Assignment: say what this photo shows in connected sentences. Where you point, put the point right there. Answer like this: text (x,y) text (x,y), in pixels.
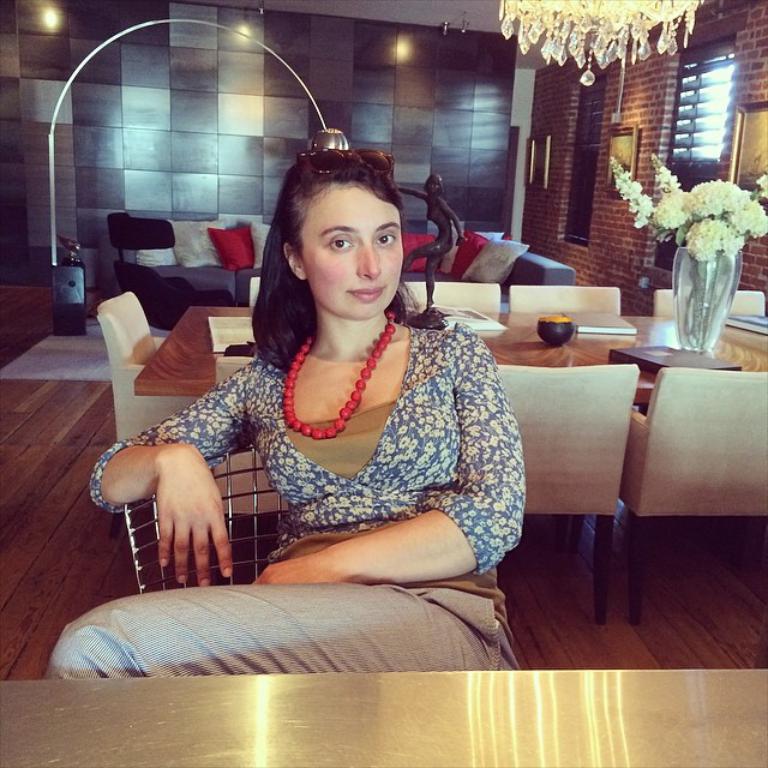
In the image we can see there is a woman (358,452) who is sitting on chair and at the back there is sofa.
